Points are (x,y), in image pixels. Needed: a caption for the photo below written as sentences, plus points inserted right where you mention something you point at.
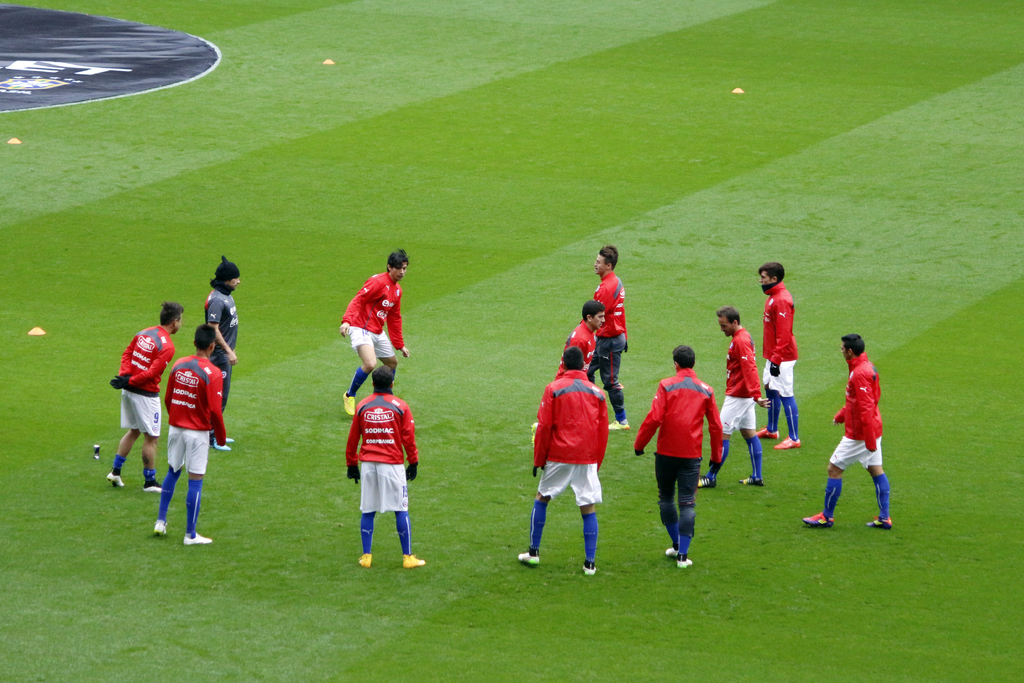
This is the picture of a playground (629,299). In this image there are group of people (390,460) standing with the red t-shirts (548,458) and there is a person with black t-shirt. At the bottom (532,619) there is grass (513,543).
